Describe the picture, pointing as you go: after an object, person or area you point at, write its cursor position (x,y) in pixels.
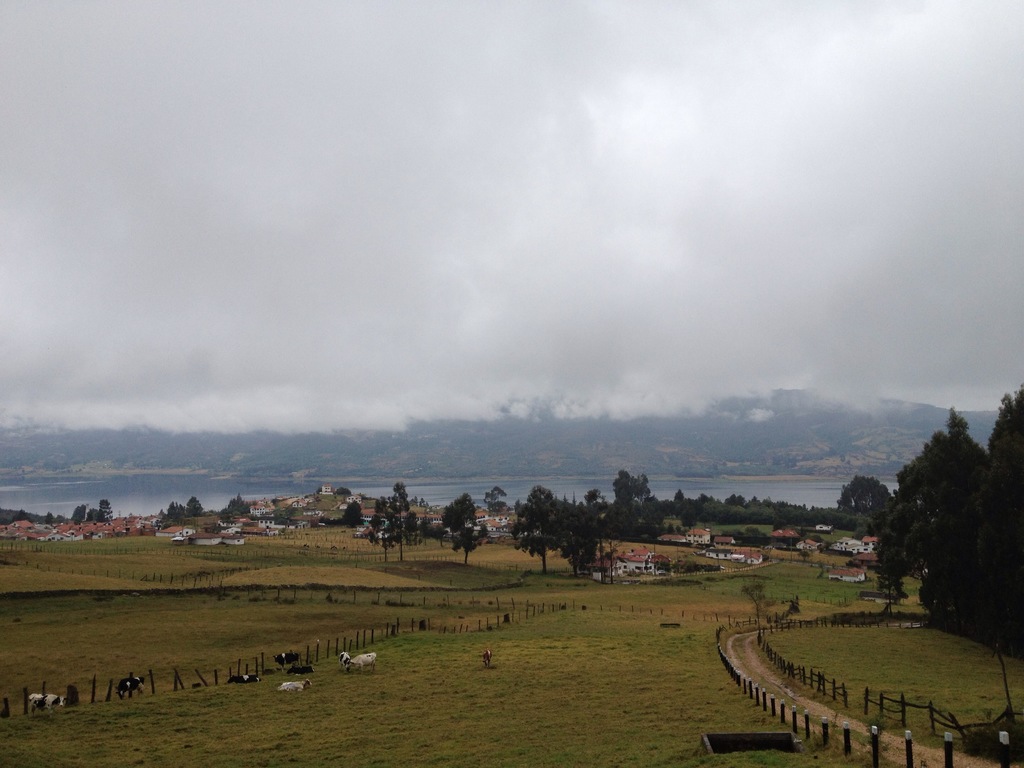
In the picture we can see animals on the grass (268,730), we can see the fence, road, houses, trees (976,552), water (173,492), hills (150,456) and the cloudy sky (404,335) in the background (668,349).
